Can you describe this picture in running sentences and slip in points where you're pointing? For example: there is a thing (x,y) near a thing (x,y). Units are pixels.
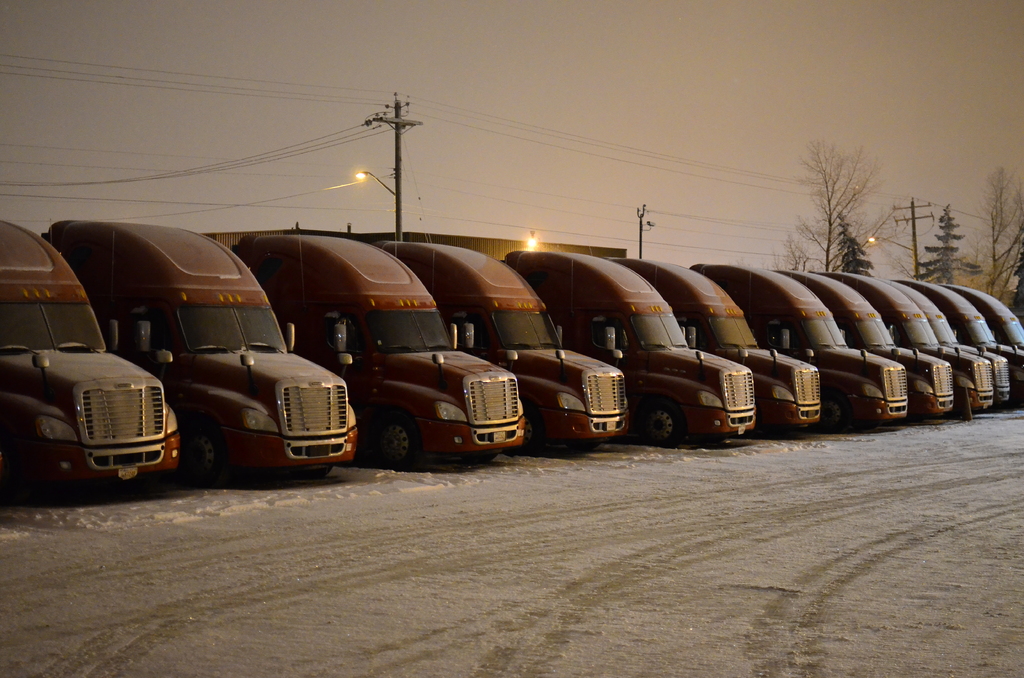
In this image we can see many trucks (708,400) are parked on the side of the road (986,549). Here we can see the road (233,565) covered with snow (351,575). In the background (979,222), we can see current poles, wires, light poles (374,179), trees (949,240), house (519,250) and the plain sky (592,121).
